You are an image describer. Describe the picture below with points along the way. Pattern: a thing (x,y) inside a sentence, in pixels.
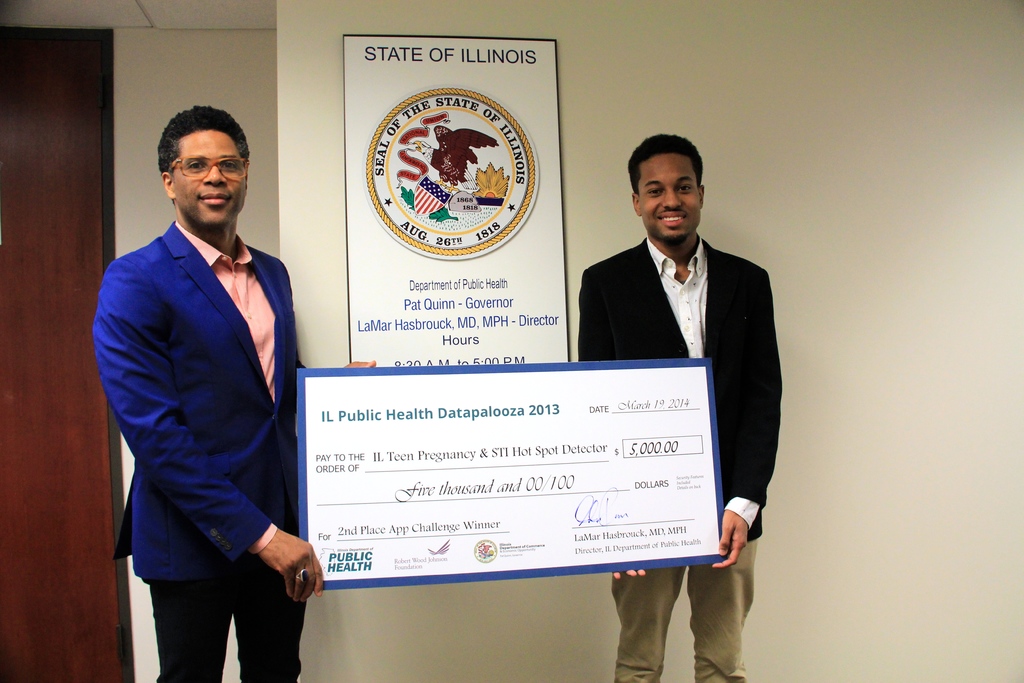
In this image we can see two persons (275,353) wearing coat (250,410) are holding a Cheque (606,544) in their hand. One person (223,398) wearing blue coat (229,317) and spectacles (188,175). In the background (780,669), we can see a photo frame (495,218) on the wall (909,227).
